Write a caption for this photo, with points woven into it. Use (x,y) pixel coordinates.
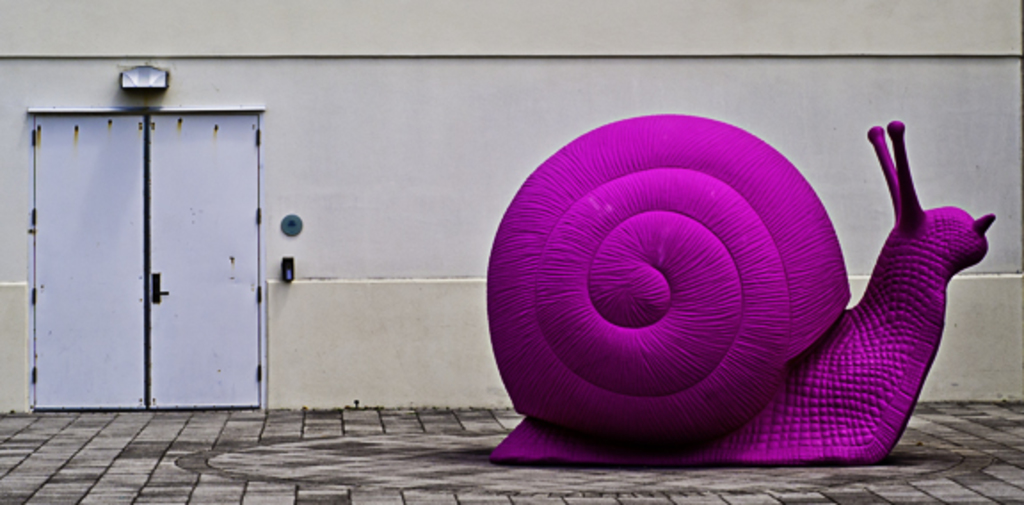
Here in this picture, on the right side (741,217) we can see a snail like structure (741,217) present on the ground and on the left side (224,294) we can see a door (174,268) present.
